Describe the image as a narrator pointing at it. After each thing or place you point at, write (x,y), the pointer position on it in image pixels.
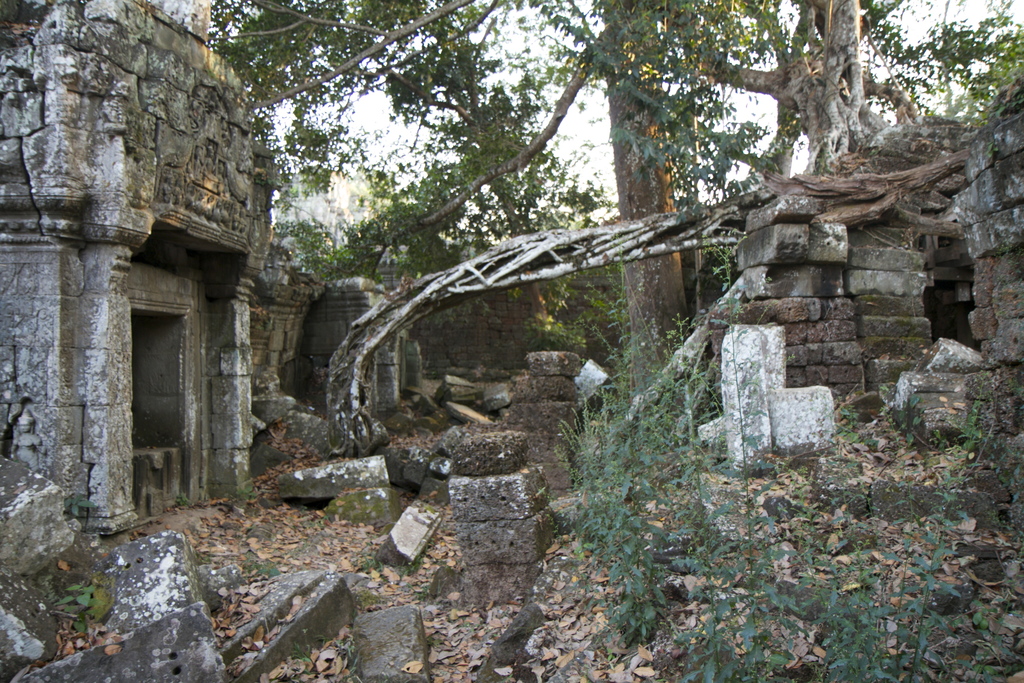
In this image we can see rocks (809,432), trees (647,91), dry leaves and other objects (467,370). In the background of the image (336,146) there is the sky (733,103).
